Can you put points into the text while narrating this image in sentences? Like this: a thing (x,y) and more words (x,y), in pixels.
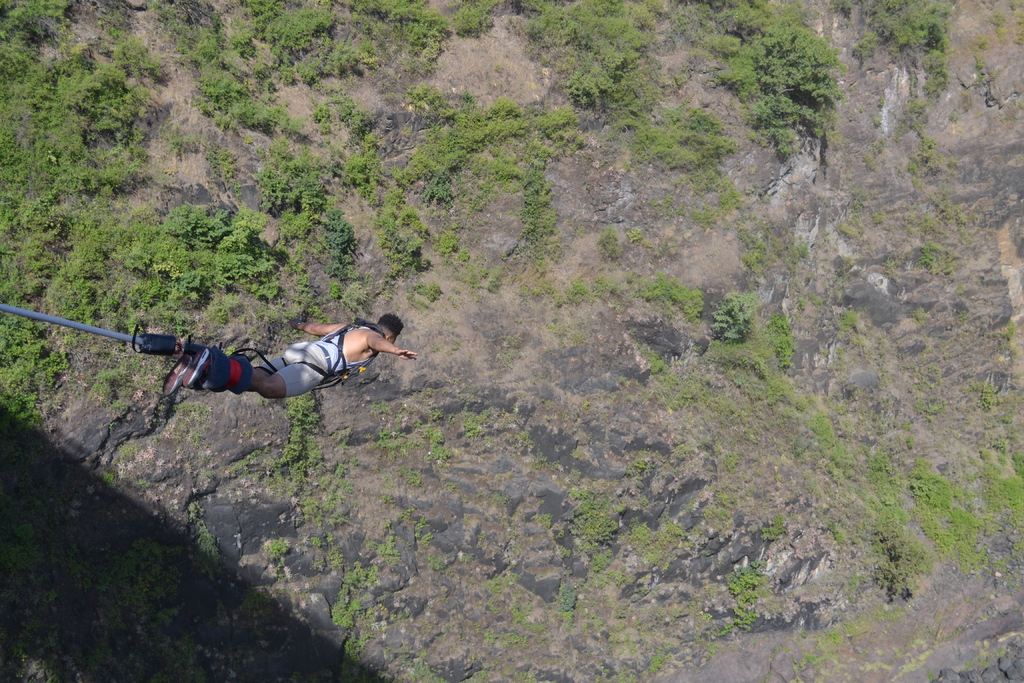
In the foreground (266,360) I can see a person (265,373) is jumping in the air. In the background (575,442) I can see trees (314,214) and mountains (449,227). This image is taken during a day from the sky view.
